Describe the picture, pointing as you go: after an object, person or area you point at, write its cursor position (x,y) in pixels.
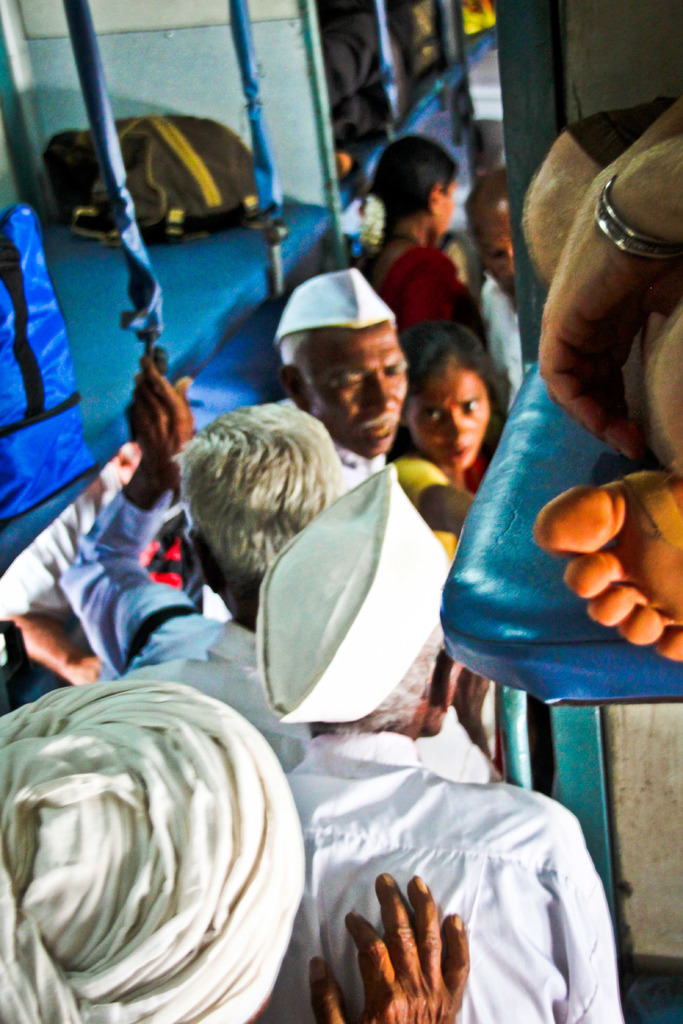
In the picture we can see a inside view of the train (665,757) with some people (70,556) standing and they are in white dresses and caps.
